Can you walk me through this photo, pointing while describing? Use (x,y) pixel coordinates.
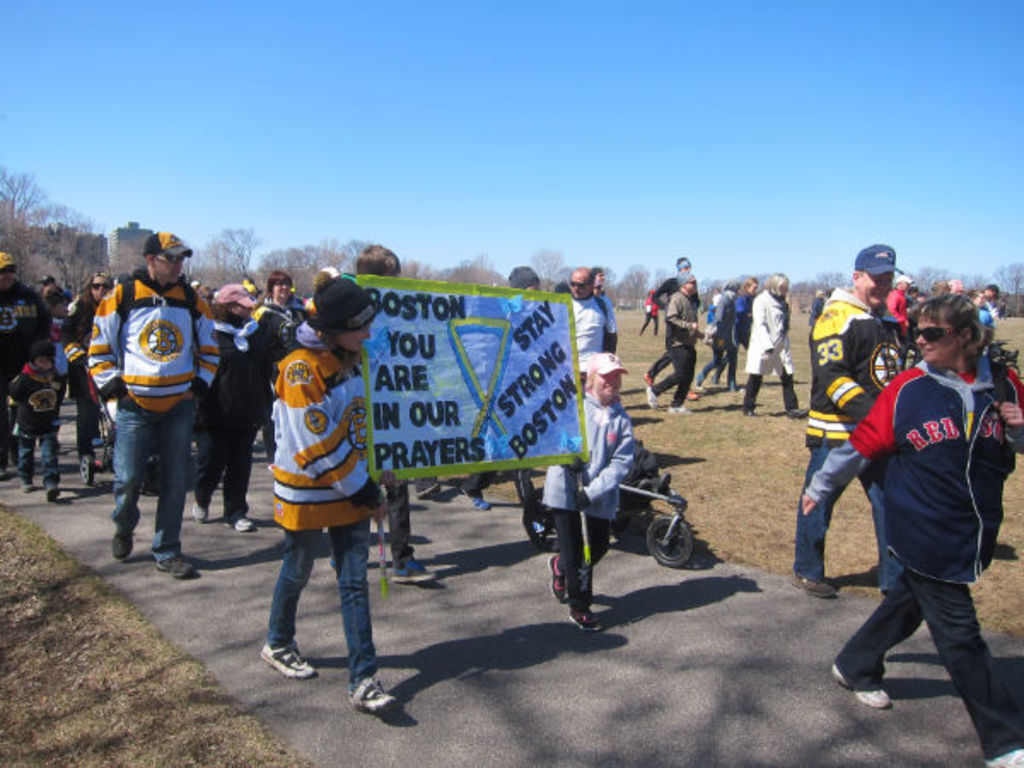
In this picture, we see many people (2,290) are walking on the road (518,665). In front of the picture, we see two girls (624,429) are holding a board (567,415) which is in white and green color. We see some text (386,422) written on it. I think they are protesting against something. Behind them, we see people (182,303) are walking on the road (619,672). At the bottom (511,663), we see the road (471,702) and the grass (62,698). There are trees (647,286) in the background (632,295). At the top (669,169), we see the sky (577,191).
